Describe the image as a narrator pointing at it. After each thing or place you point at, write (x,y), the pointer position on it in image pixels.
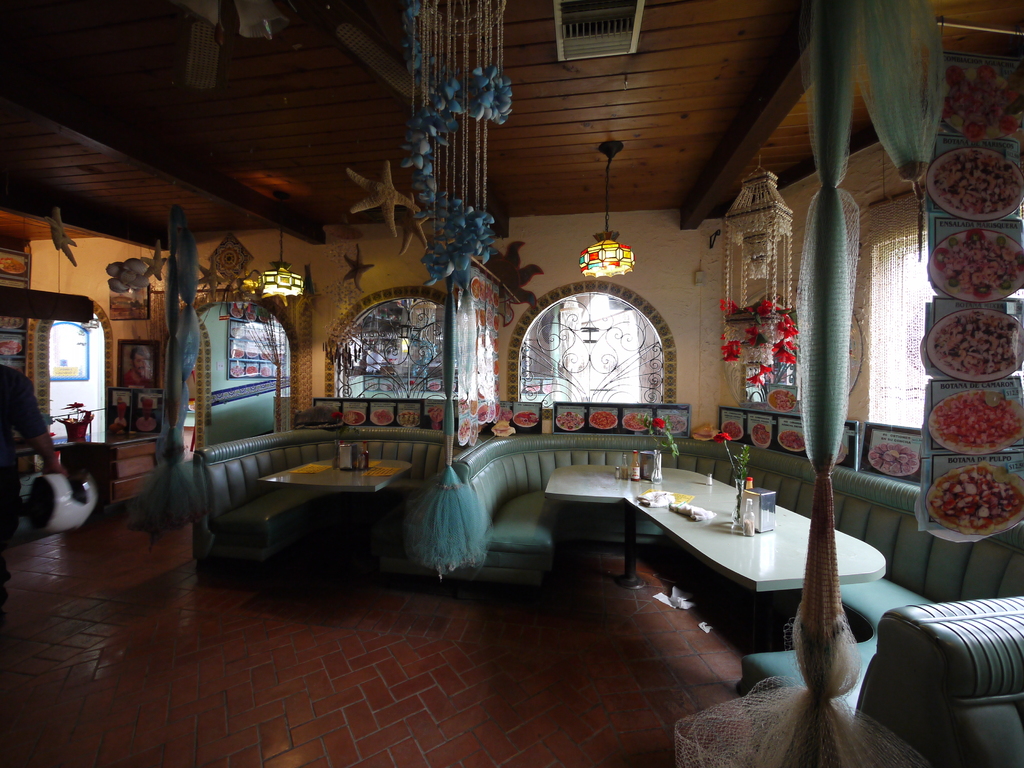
This is an inside view picture. Here we can see ceiling (612,98) and decorative lights (604,274). This is a wind chime (776,298). This is a floor (335,659). Here we can see sofa (521,485) and tables (731,565). On the table (711,533) we can see flower vase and few things (755,519). Here we can see one man (40,453) walking on the floor (59,543).
